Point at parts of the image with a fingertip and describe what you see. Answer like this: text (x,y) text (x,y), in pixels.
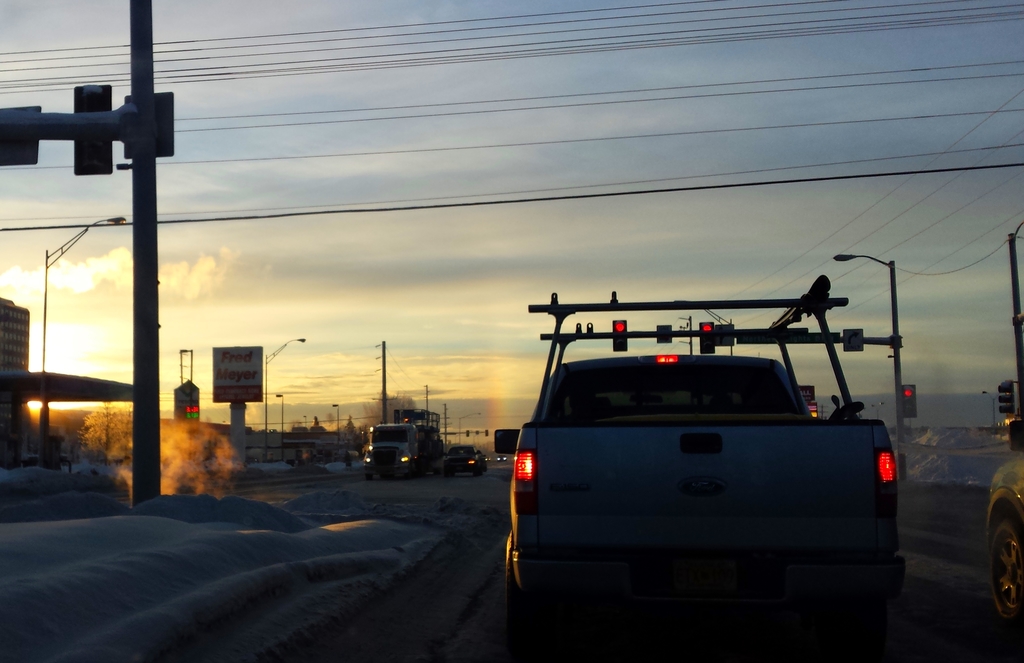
This is a picture of a city (638,497) where there are vehicles (553,569) on the road (987,634), signal lights (904,412), boards (248,391) and lights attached to the poles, trees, building (8,313), and in the background (462,270) there is sky (47,193).
